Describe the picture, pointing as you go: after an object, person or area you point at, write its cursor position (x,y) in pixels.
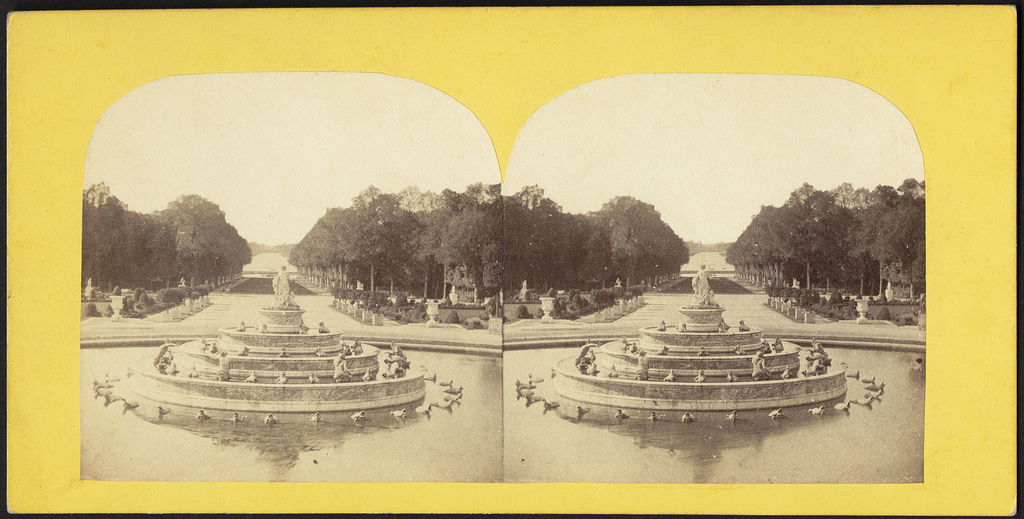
In this image I can see few trees (628,232) on both-sides. In front (705,306) I can see two fountains (324,371), statues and water (822,439). The image is in black and white and border (668,50) is in yellow and black color.
